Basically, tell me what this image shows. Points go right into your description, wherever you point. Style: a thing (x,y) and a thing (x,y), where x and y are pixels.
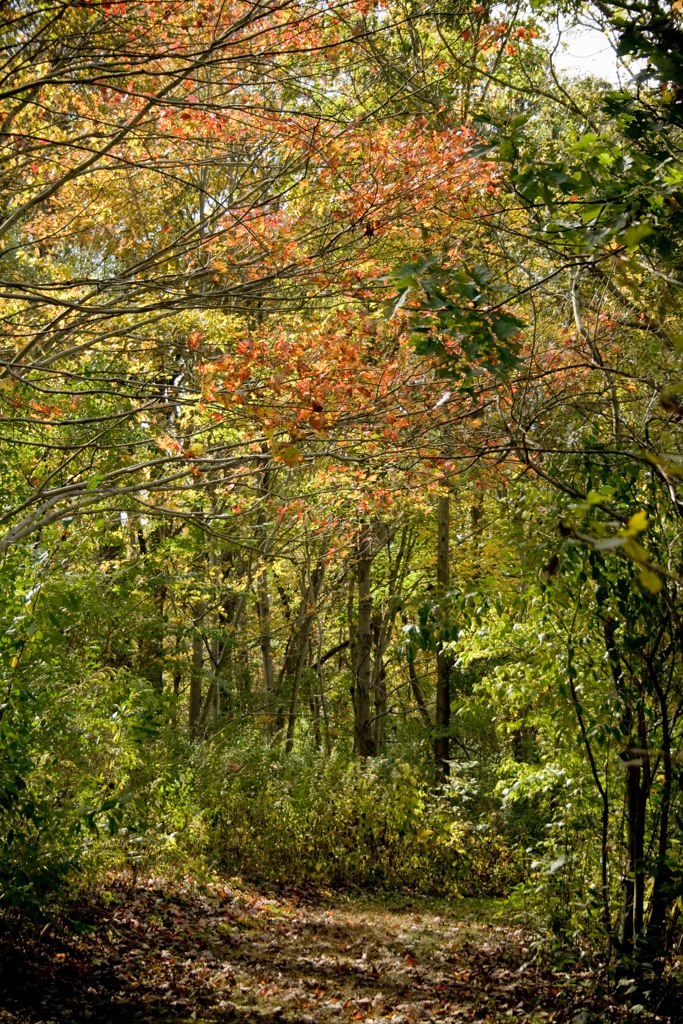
In this image, there are so many trees (296,146) and plants (30,861). At the bottom of the image (357,975), we can see the dry leaves (311,989) and grass (350,988). We can see the sky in the background of the image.
